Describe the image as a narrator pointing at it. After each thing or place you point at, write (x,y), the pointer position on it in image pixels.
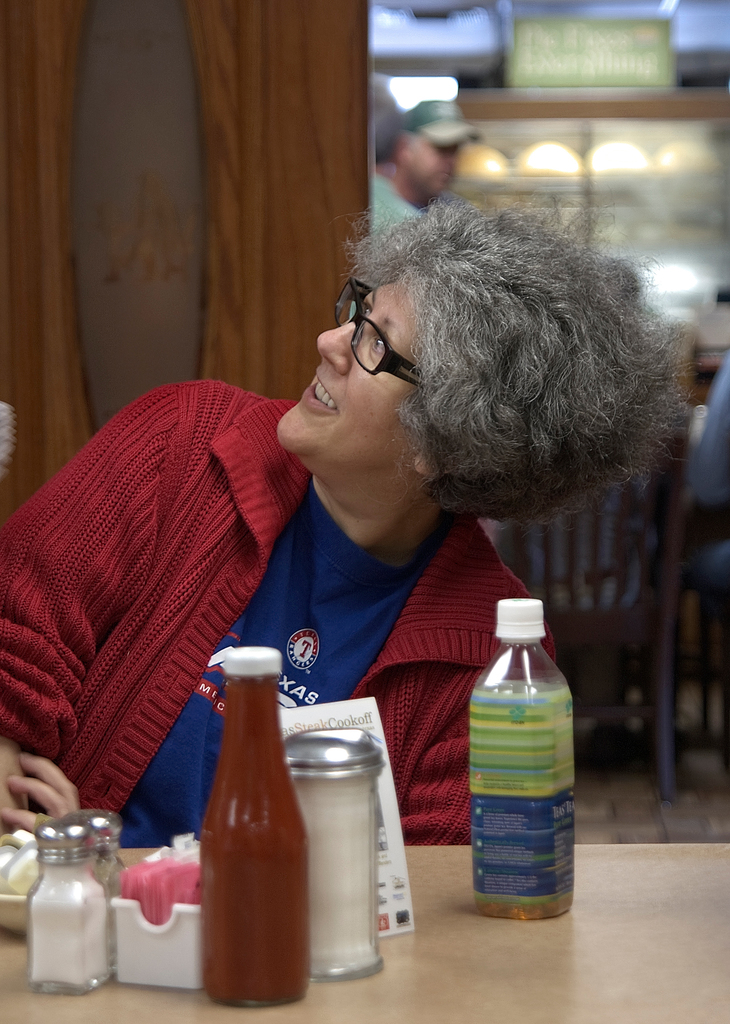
In this picture there is a woman (250,457) sitting in the chair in front of a table (459,932) on which some bottles (270,872) were placed. She is wearing a red jacket (175,461) and spectacles (380,370). In the background (276,249) there is a wooden panel (320,127) and another man (426,150) standing here.
